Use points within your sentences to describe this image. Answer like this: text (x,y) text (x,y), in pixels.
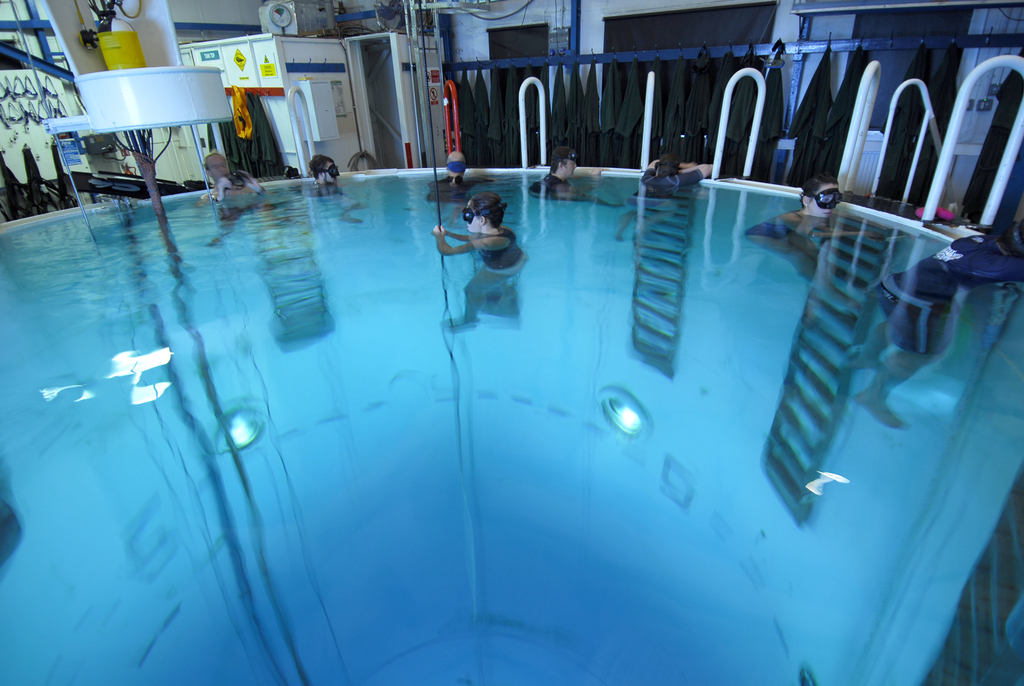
In the image there is a pool (769,278) and in that pool (405,191) there are few people (780,235), around them there is some equipment (291,10) and different objects (621,53).
